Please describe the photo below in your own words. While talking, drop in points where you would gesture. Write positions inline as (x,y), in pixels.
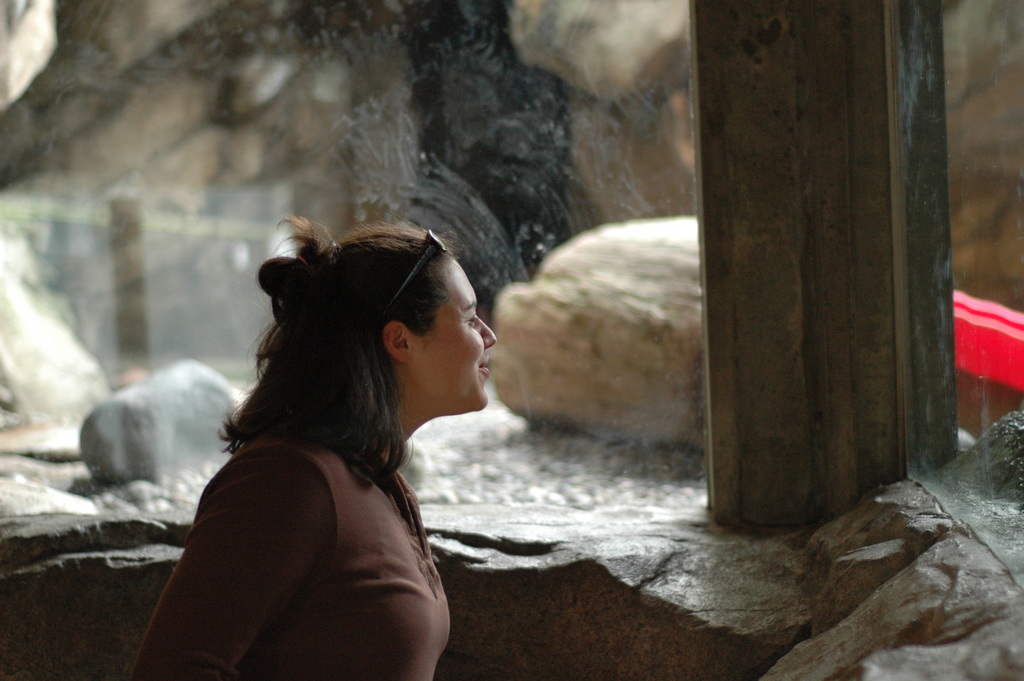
In this image we can see a lady (352,456) standing. In the background (600,339) there are rocks (581,473).
